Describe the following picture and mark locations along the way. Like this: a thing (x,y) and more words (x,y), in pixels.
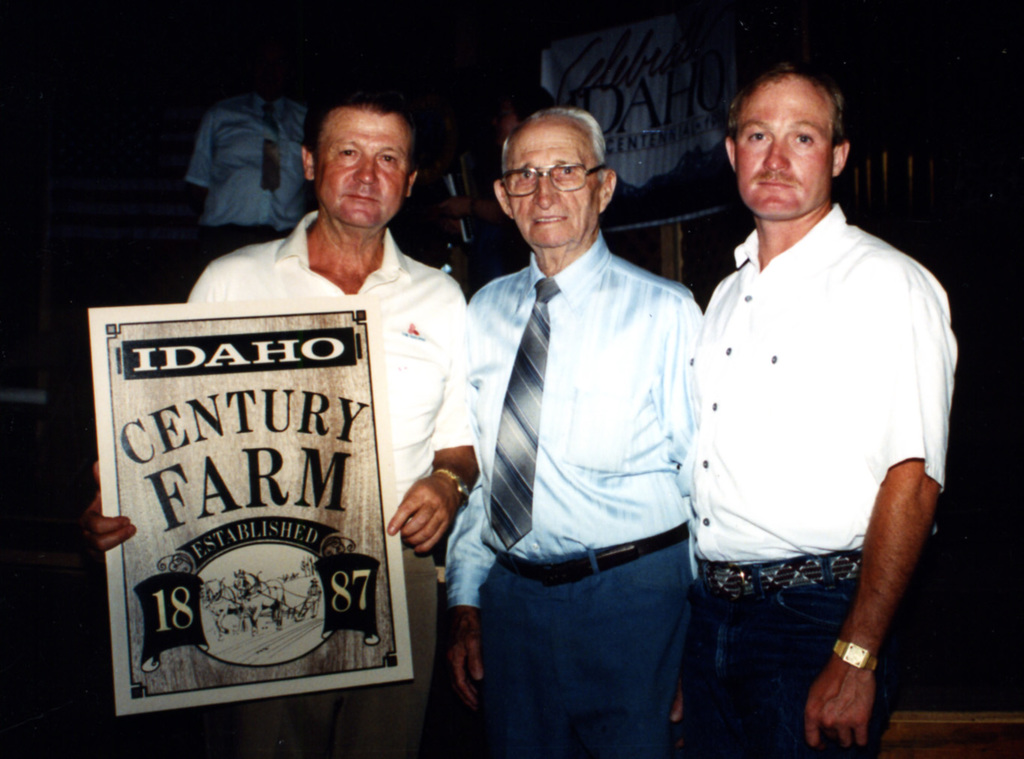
In this image there are a few people (703,429) standing, one of them is holding a poster (206,500) with some text (266,500) on it, behind them there are a few people (452,156). The background (920,66) is dark.
